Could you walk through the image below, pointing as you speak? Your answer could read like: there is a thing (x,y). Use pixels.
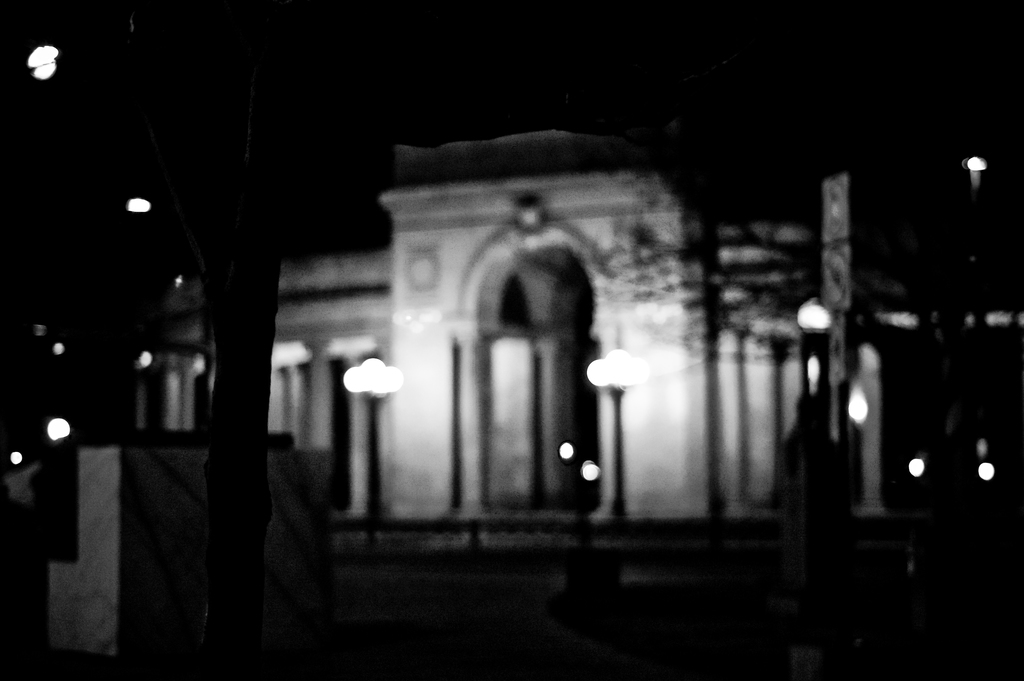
This is a black and white image, where there is a building (608,405), tree (246,559), lights (633,363), poles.
